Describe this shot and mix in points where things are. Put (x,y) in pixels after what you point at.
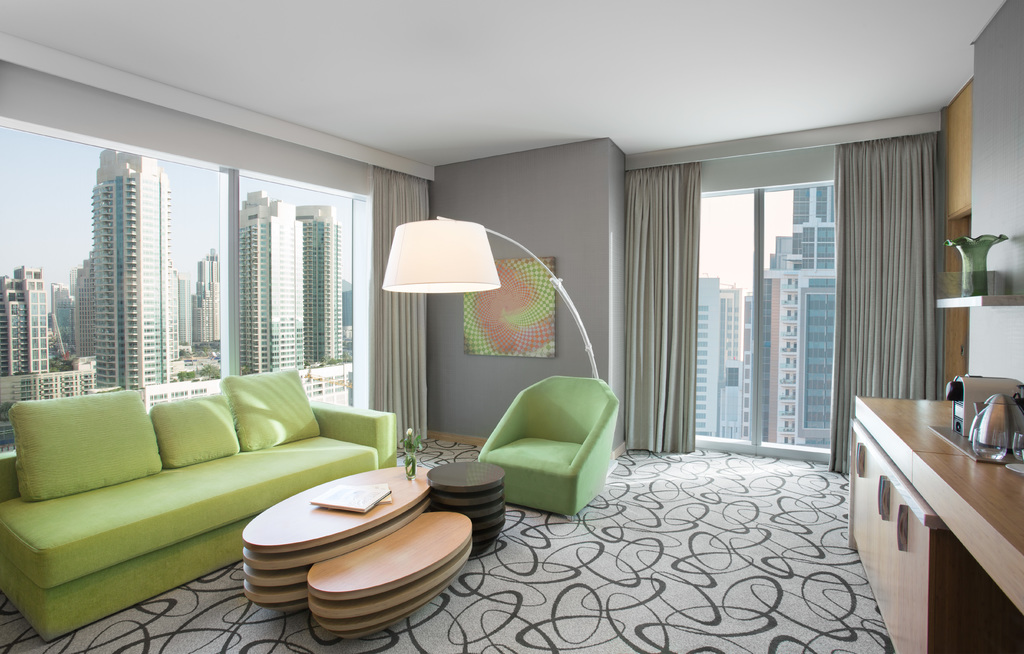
Through window glass (247,245) we can see huge buildings (207,289) and sky (182,221). This is a floor (702,553). This is a cupboard (898,483). Here we can see chair (533,459) and sofa (260,453), pillows (263,442) in green color. On the table (399,502) we can see a flower vase (410,437). This is a wall (594,178). Here we can see a vase (972,288) on a shelf (985,303).
